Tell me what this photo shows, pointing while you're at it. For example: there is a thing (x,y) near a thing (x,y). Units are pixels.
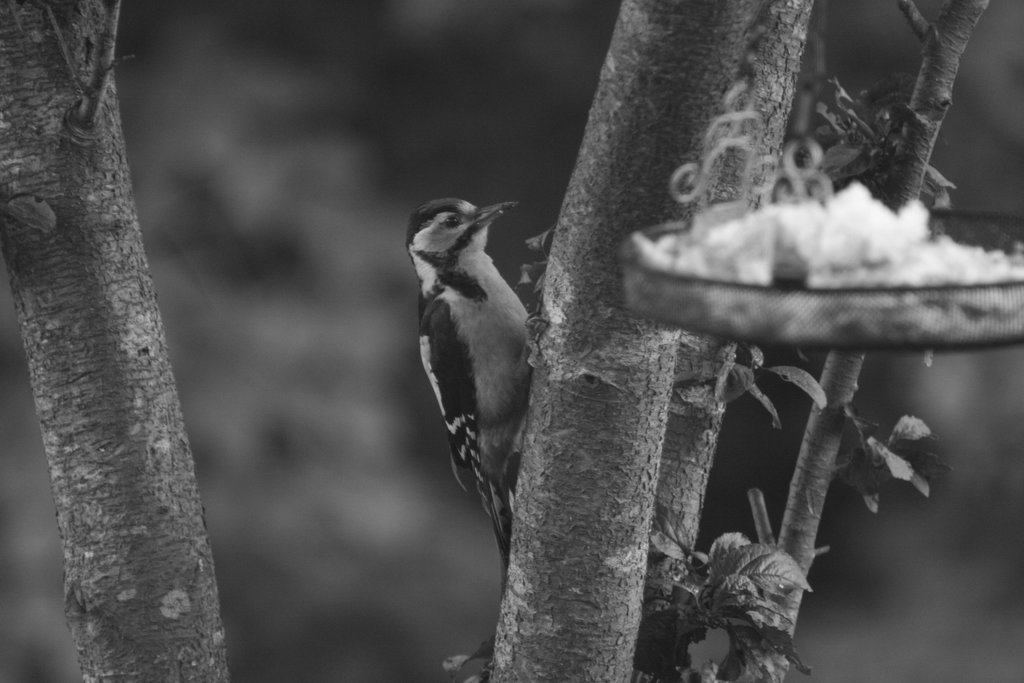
This is a black and white image. I can see a bird (516,472) on a branch (572,549) of a tree (575,587). On the right side of the image (864,273), I can see an object (743,317). There is a blurred background (341,492).
